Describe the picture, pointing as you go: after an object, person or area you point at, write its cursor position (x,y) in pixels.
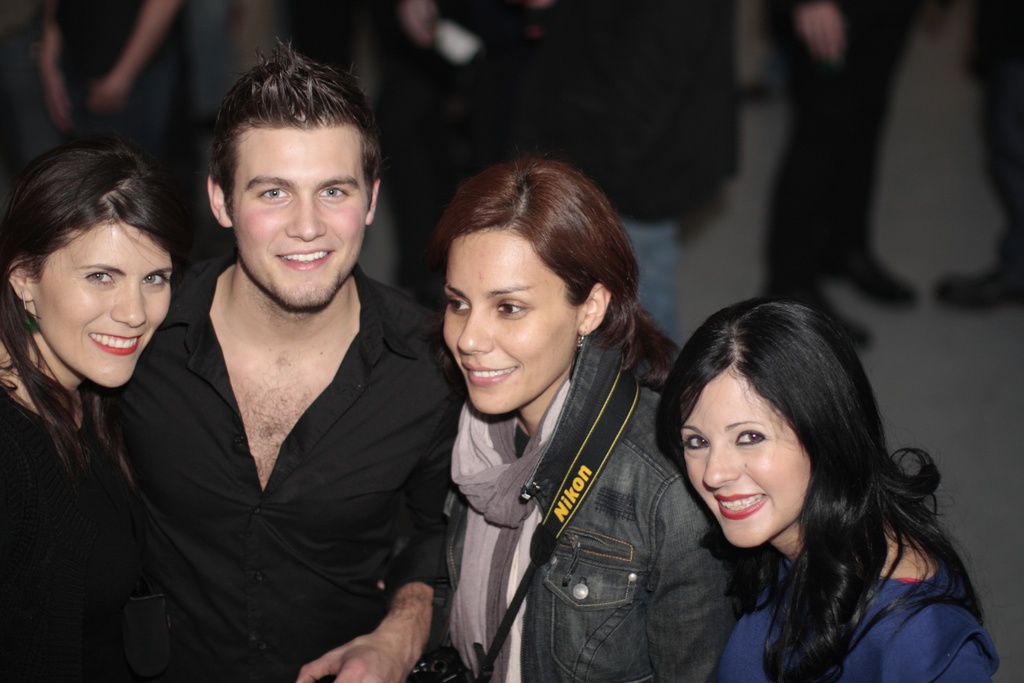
In this image we can see the people (520,227) standing on the floor (681,274) and blur background (764,70).
